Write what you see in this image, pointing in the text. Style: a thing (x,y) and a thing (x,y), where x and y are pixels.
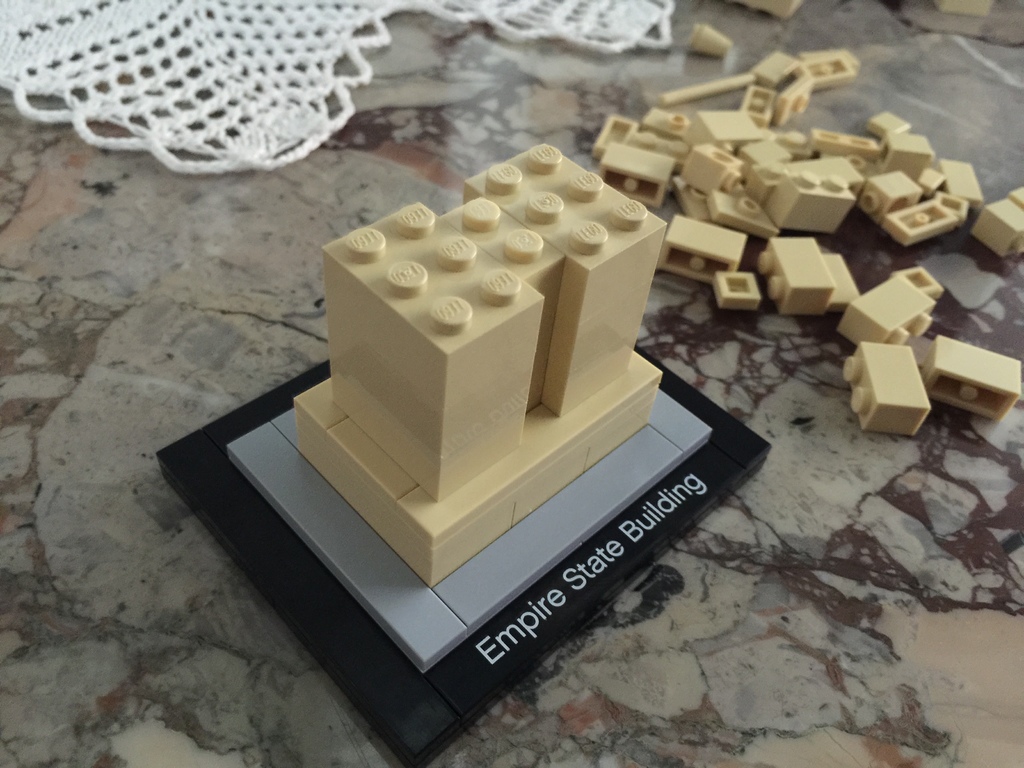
In the foreground of this picture (571,394), there is a building block bricks (540,324) arranged on the surface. In the background (848,150), there are parts of building block bricks (838,173) on the surface (900,267) and a woolen cloth (233,64).
